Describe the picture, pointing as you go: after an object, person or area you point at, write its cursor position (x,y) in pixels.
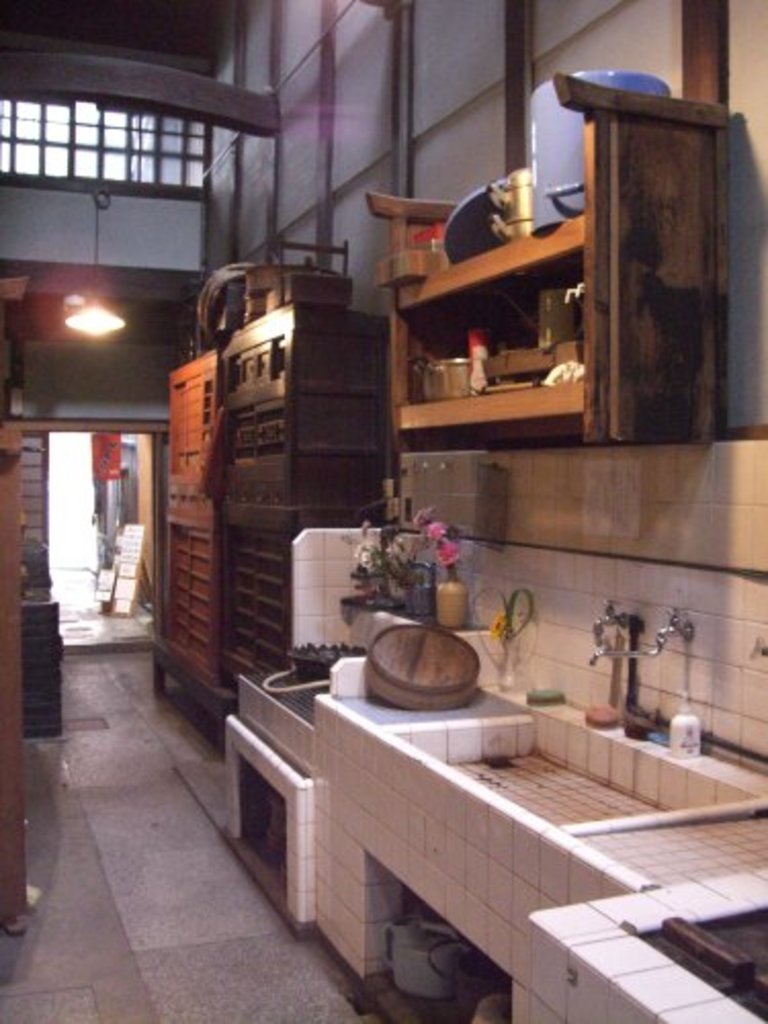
In the given image i can see a wash basin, wooden drawer (173,418), flower pot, taps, wooden table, light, window (27,109), door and some other objects (753,954).
